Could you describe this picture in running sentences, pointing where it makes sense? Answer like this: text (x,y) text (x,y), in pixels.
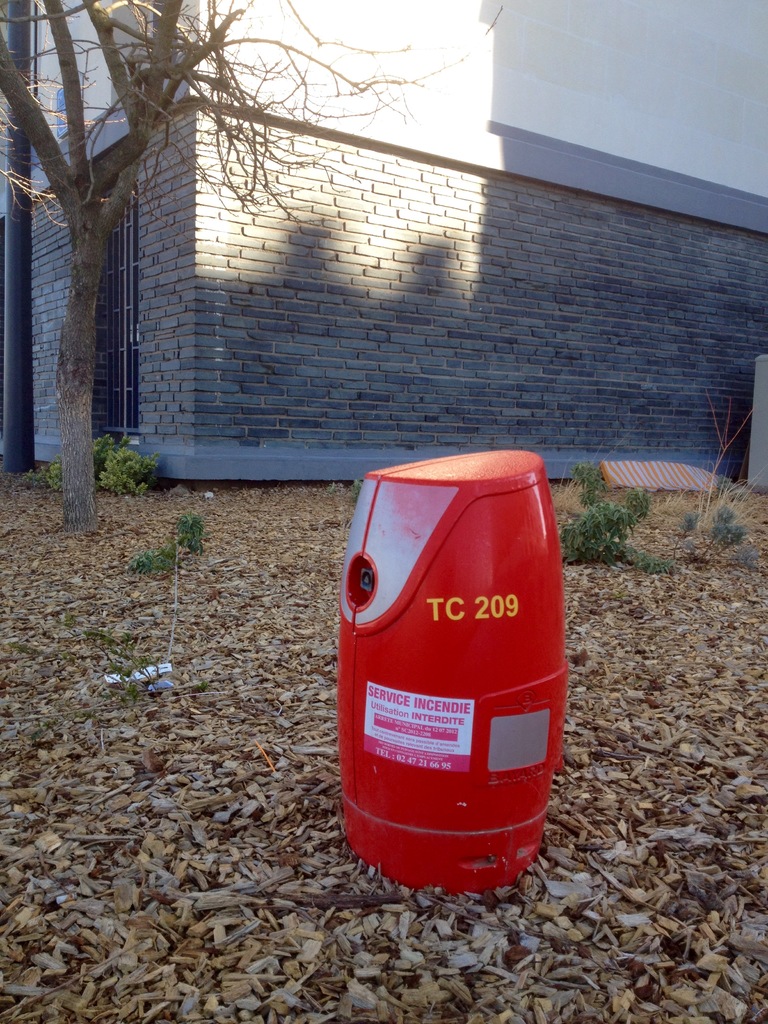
In this picture I can observe red color cylindrical container (421,670) placed on the ground (296,903) in the middle of the picture (500,648). I can observe some plants (174,541) on the ground (449,940). In the background (239,294) there is a building (359,268).
